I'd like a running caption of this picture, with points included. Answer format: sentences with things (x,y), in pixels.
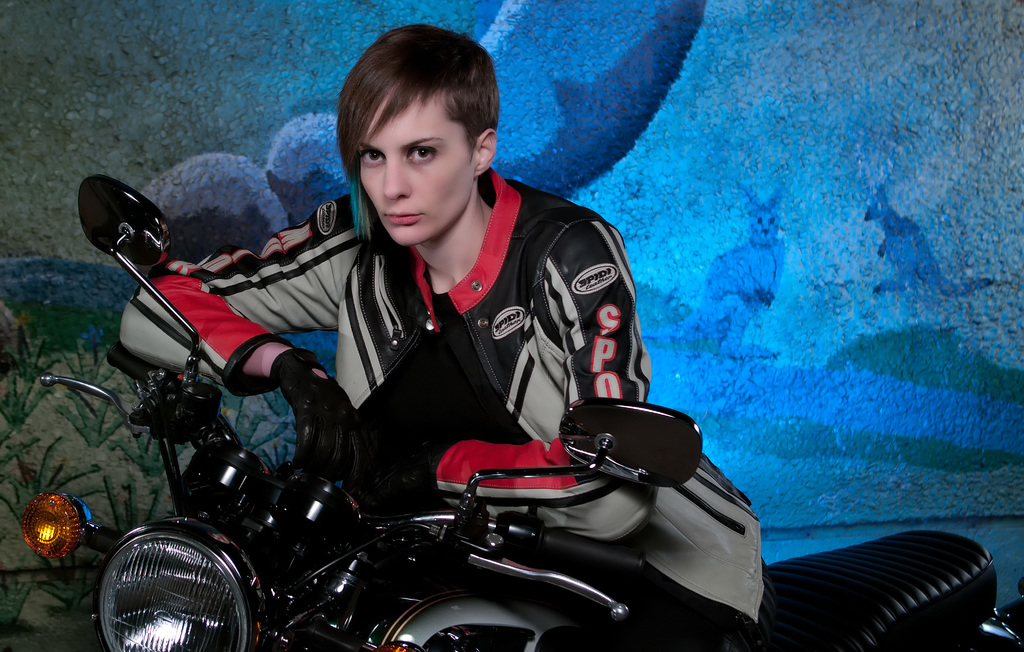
In front of the image there is a person (382,309) sitting on the bike (850,613). Behind her there is a painting (895,325) on the wall (995,257).
